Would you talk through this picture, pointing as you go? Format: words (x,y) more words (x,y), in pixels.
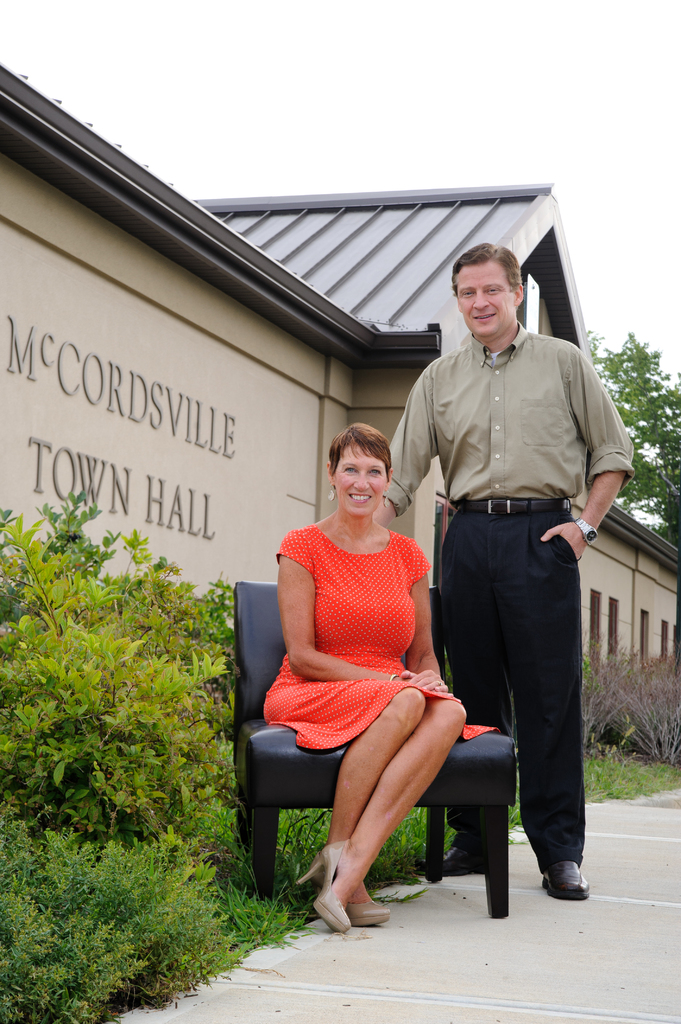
In this picture we can see a man (487,396) and woman (361,502), a woman (361,502) seated on the chair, in the background (71,636) we can see couple of plants (146,594), building (326,346) and trees (645,373).
